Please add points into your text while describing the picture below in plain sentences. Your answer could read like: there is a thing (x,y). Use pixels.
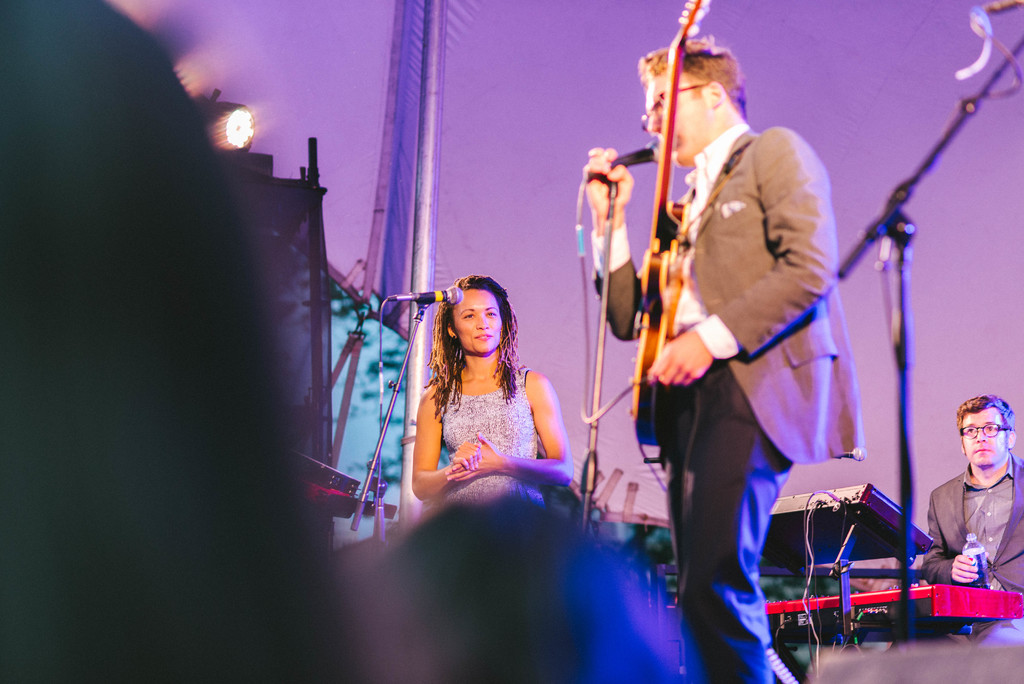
In this picture we can see man (752,379) standing carrying guitar (663,209) and singing on mic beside to her woman (497,303) smiling and here man (1008,540) sitting holding bottle (972,551) in his hand (959,574) and in background (793,489) we can see wall (464,72), light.
